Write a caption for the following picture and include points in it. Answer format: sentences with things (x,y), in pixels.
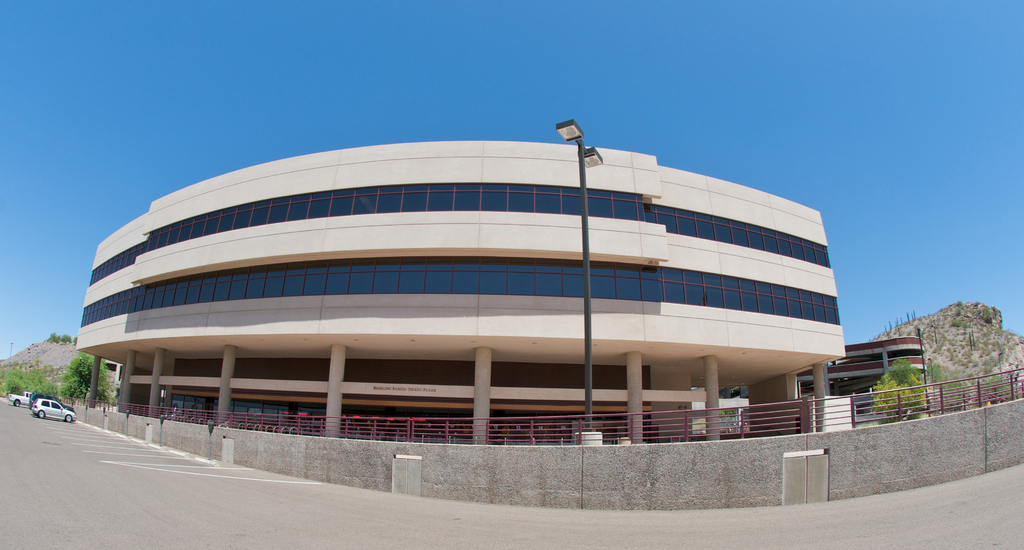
In the center of the picture (564,218) there is a building (592,278), street light (588,365) and wall (434,452). On the right (929,375) there are trees (910,382) and hill (944,350). On the left (50,402) there are cars (47,399), trees (56,388) and hill (63,359). In the foreground (410,519) it is road (854,523). It is sunny.
